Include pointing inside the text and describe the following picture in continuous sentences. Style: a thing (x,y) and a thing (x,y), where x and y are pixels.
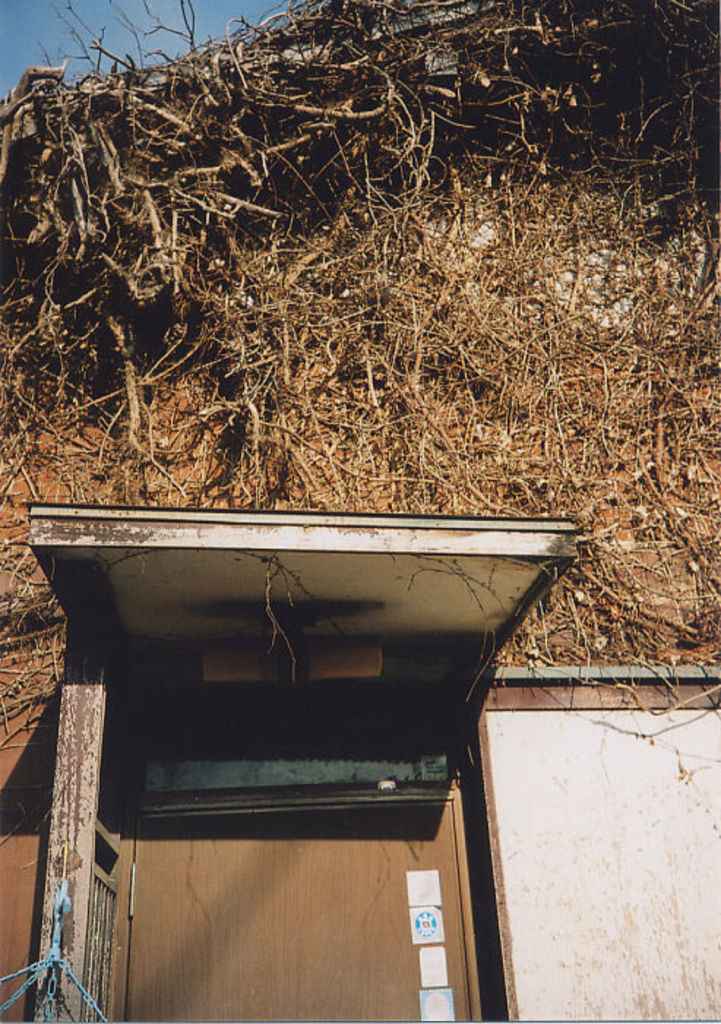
In this image there is a house (378,871) having a door (368,906). There are few roots (331,235) on the wall (622,304) of the house (557,909). Left top there is sky (41,22).
